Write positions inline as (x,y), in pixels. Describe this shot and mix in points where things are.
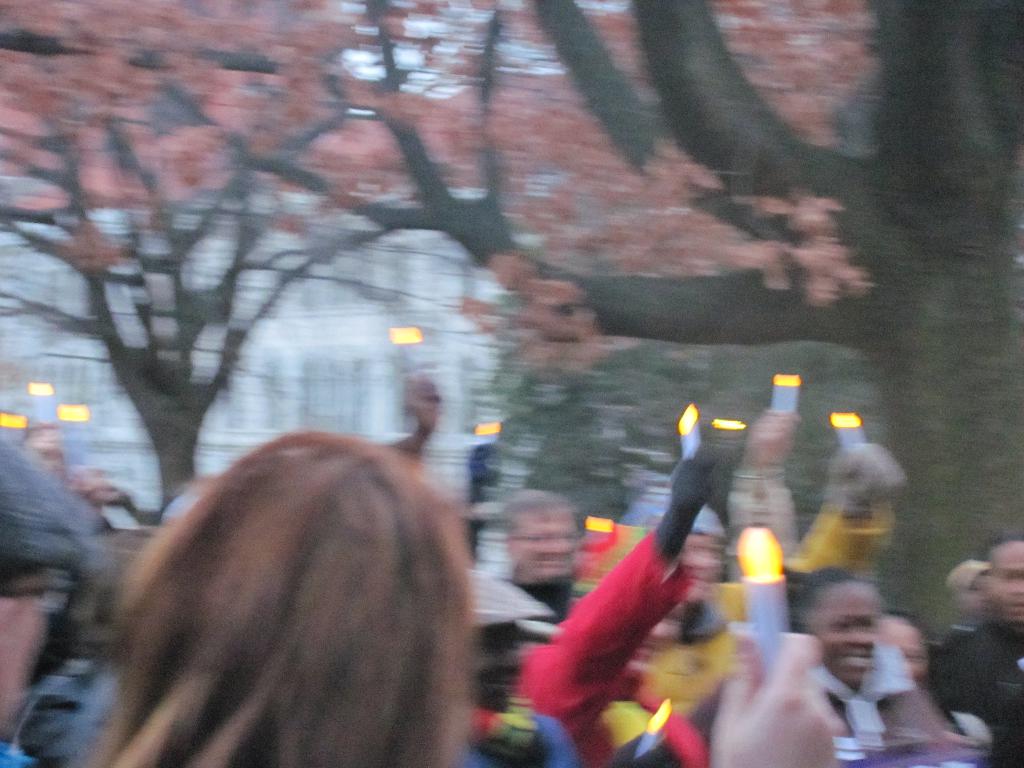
In this image I can see group of people (215,556) standing and holding few objects (39,392), background (965,373) I can see few trees (605,368) in reddish-brown color and the sky (421,31) is in white color.
